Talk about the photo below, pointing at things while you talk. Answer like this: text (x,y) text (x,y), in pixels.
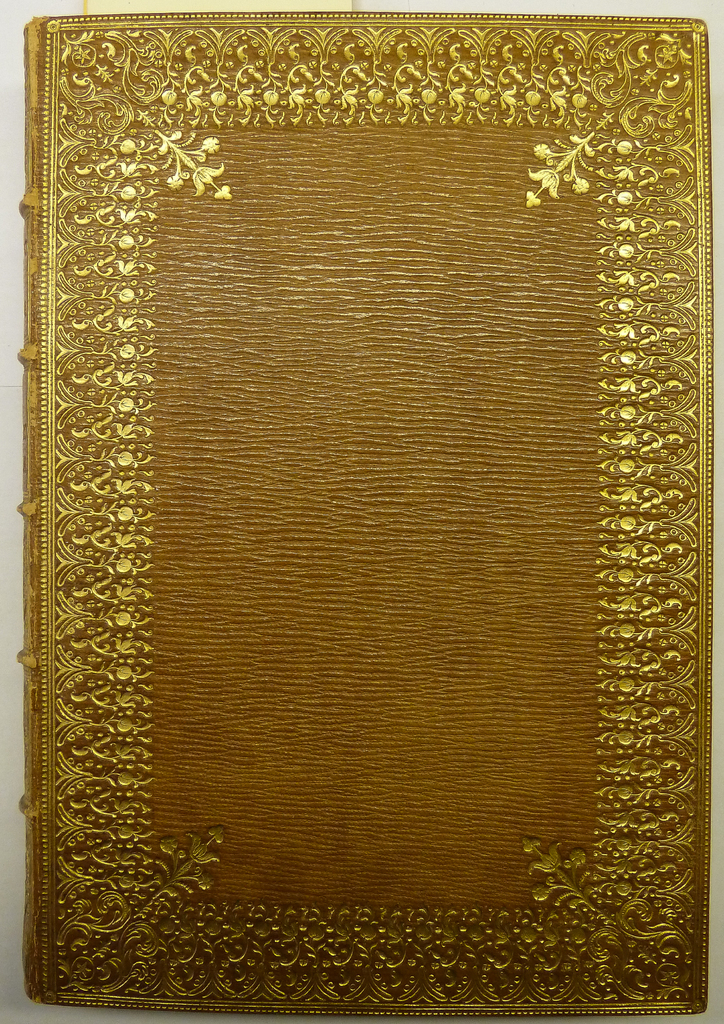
As we can see in the image there is orange and gold color book (250,310).
